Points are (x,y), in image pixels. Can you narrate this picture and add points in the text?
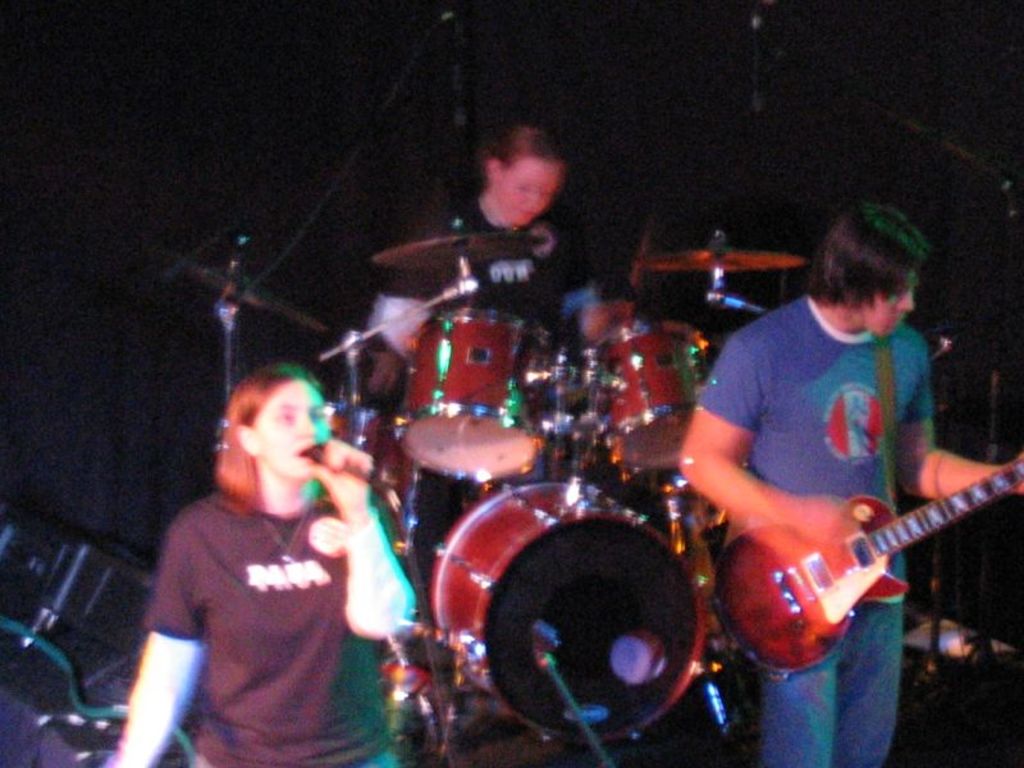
In this picture we can see three persons (201,508) where a woman (344,732) holding a mic (325,450) with her hand (367,466) and two persons (479,209) playing drums (470,326) and guitar (859,547) and in the background (206,233) it is dark.
